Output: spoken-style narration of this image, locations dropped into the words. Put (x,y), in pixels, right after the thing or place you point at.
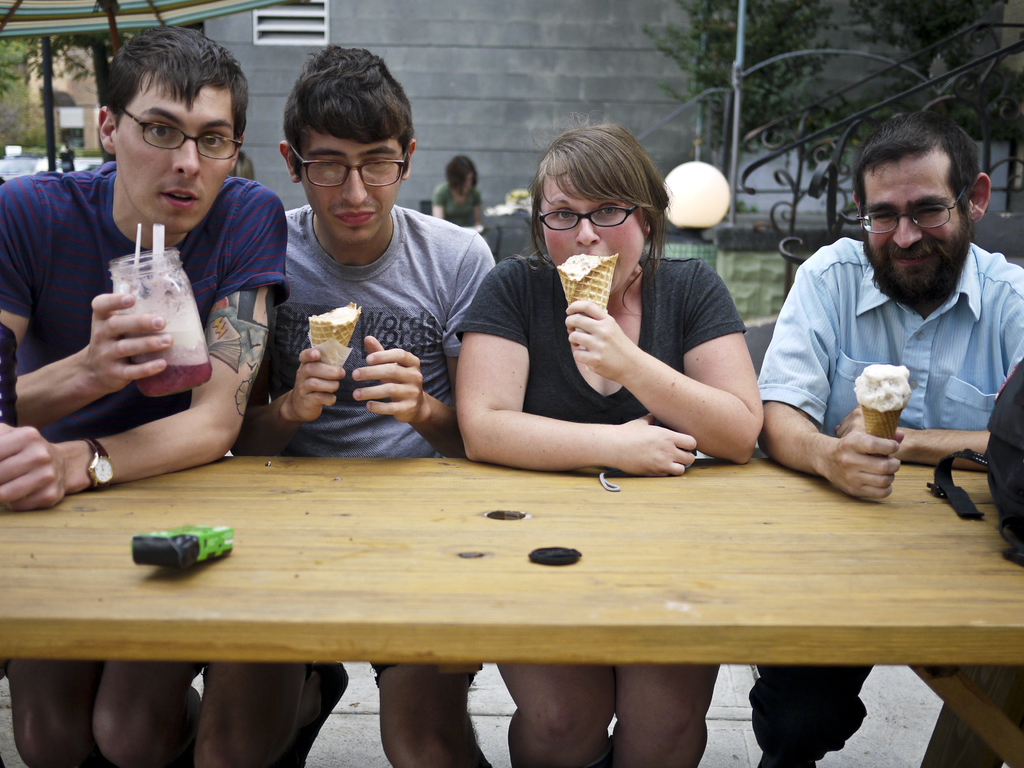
In this image, there are four persons (882,206) in the foreground (814,441), who are sitting on the chair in front of the table (612,584) and eating ice cream (889,399) and drinking juice (177,310). In background (566,86) there is a wall (484,17), which is grey in color. And in the right side of the image (789,18), there is a tree (796,18) and fence (737,94) visible. In the middle of the image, back side there is one person (472,212) sitting in front of the table (487,230) and next to that, there is a lamp (678,187) in the ground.
